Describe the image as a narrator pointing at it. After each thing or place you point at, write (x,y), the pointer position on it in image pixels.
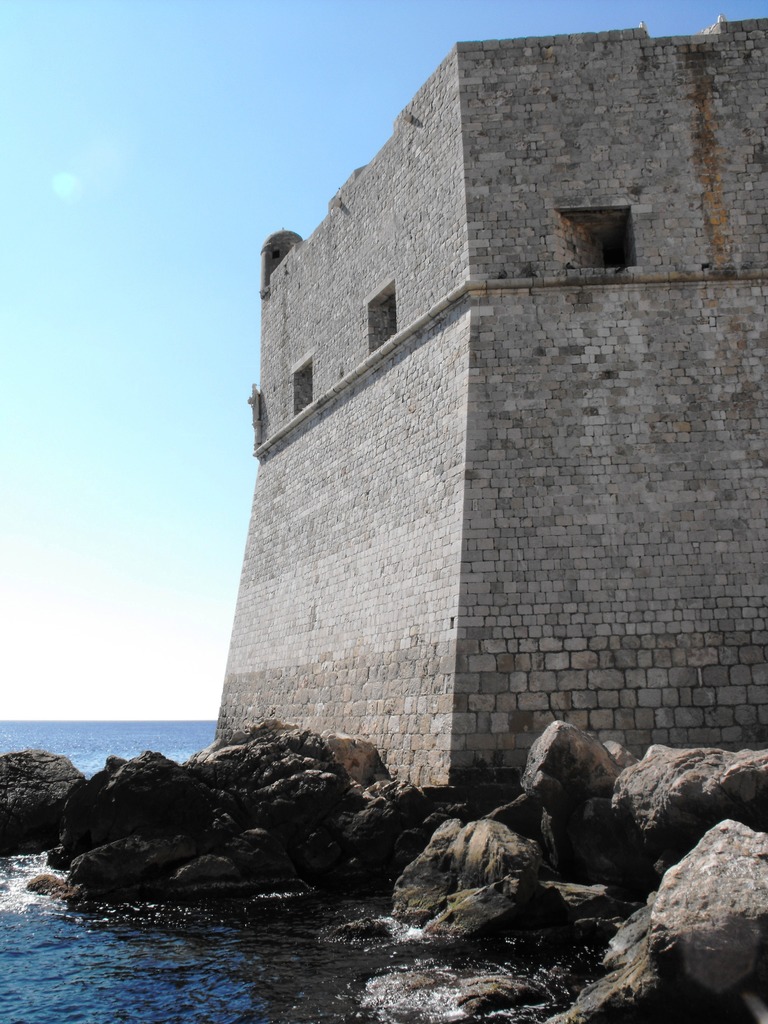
This picture is clicked outside the city. In the foreground (210,964) we can see a water body (241,938) and the rocks (300,774). On the right (720,249) there is a building (503,420) and we can see the windows (576,237) and the wall (413,486) of a building (340,643). In the background (113,419) there is a sky (123,282).
